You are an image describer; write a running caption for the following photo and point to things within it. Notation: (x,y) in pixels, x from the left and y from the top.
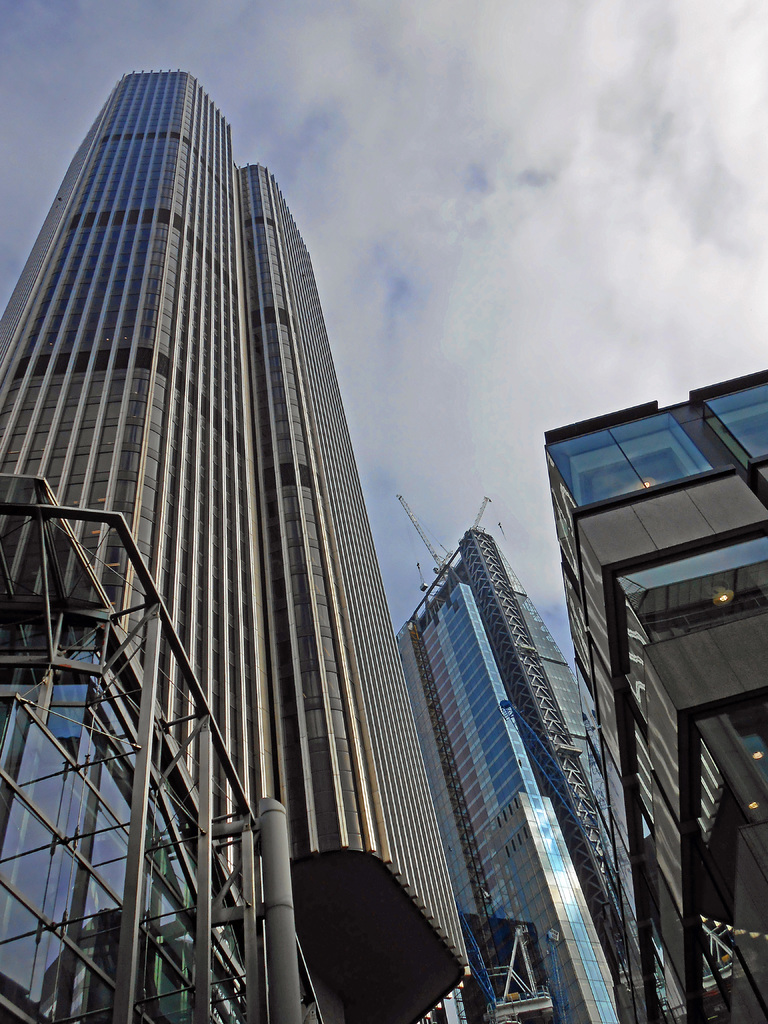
In the image we can see there are many buildings (353,840) made up of glass (585,688) and a cloudy sky (543,410). These are the lights (728,598).
